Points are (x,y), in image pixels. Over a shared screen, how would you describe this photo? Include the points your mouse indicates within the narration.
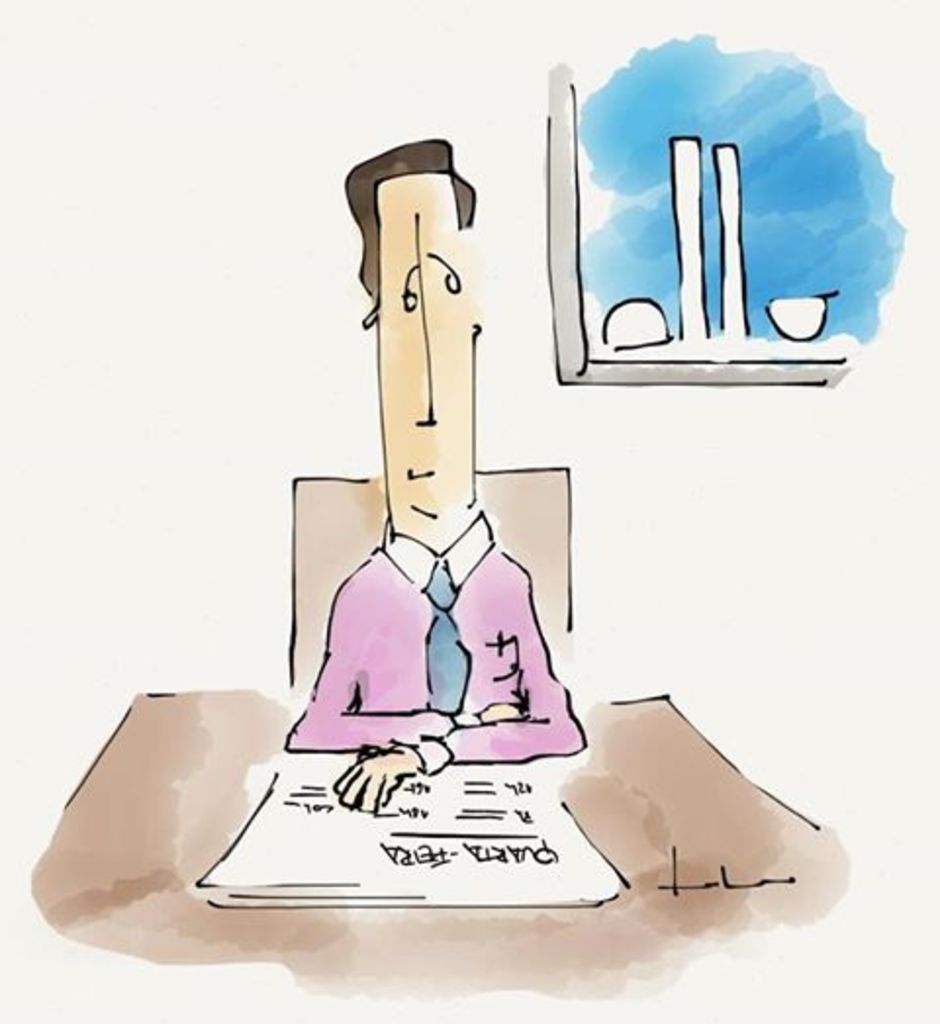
In this image we can see the picture (389,659) with painting (414,708) and there is the table (332,926) and the person (428,517) sitting on the chair (348,542). On the table (477,805) we can see the paper (478,818). And at the back (699,145) it looks like a window (751,275).
